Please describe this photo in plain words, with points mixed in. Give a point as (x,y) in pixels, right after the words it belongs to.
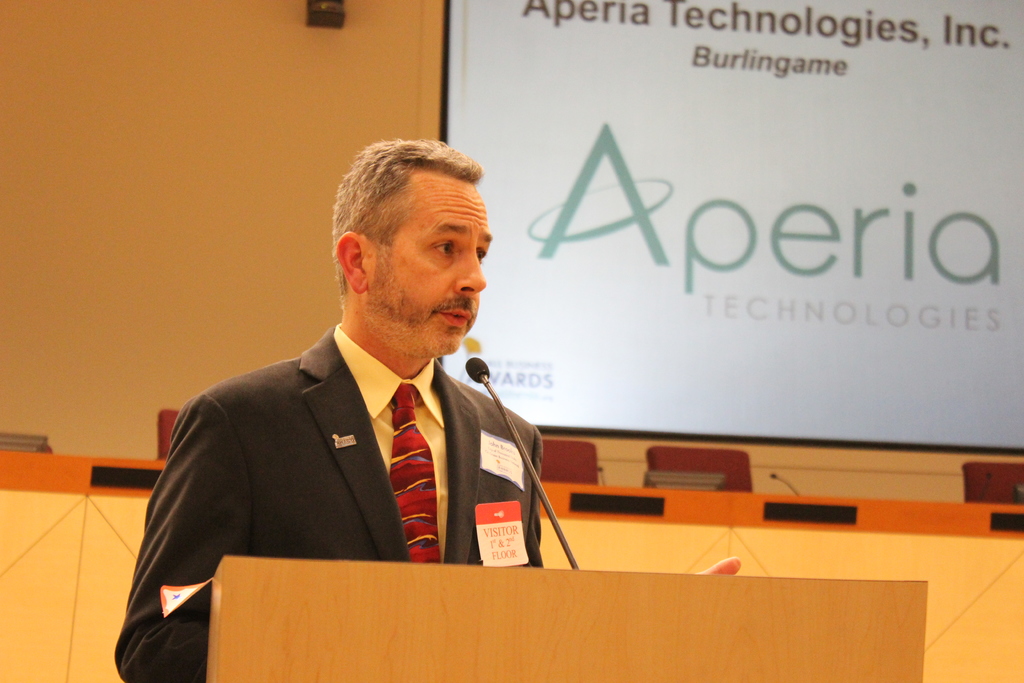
In this image I can see the person (314,457) standing in-front of the podium (387,597). The person (266,463) is wearing the blazer (277,440), shirt (442,440) and the tie (403,404). And there is a mic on the podium (556,578). In the back (570,297) I can see the screen (545,296) to the wall (194,122). I can also see many chairs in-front of the table (781,519).
